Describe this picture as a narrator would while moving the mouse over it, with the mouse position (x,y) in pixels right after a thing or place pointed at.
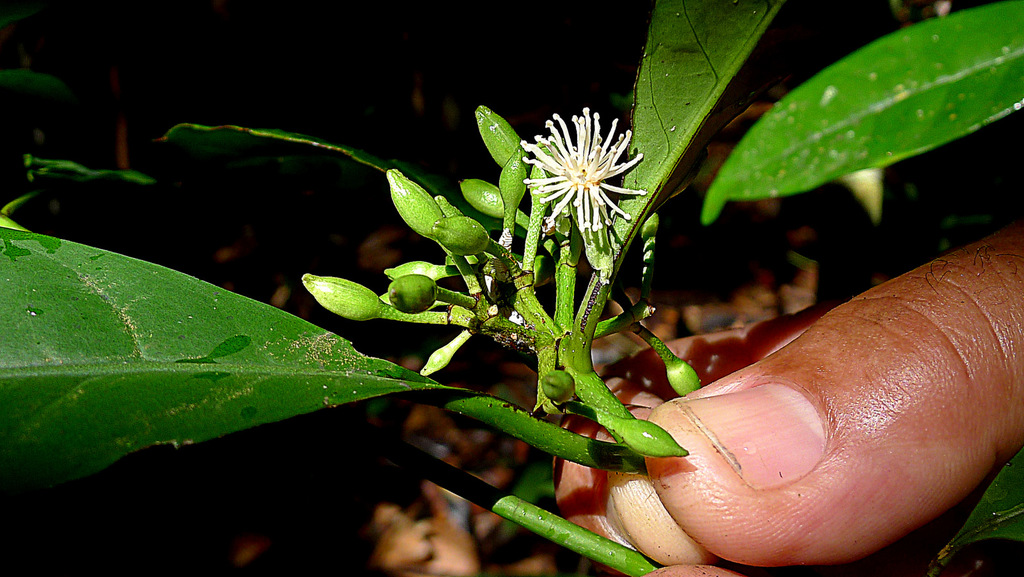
At the bottom of the image (739,388) we can see some fingers (1019,233). In the fingers (644,396) we can see some plants (524,431) and flowers (342,284).
